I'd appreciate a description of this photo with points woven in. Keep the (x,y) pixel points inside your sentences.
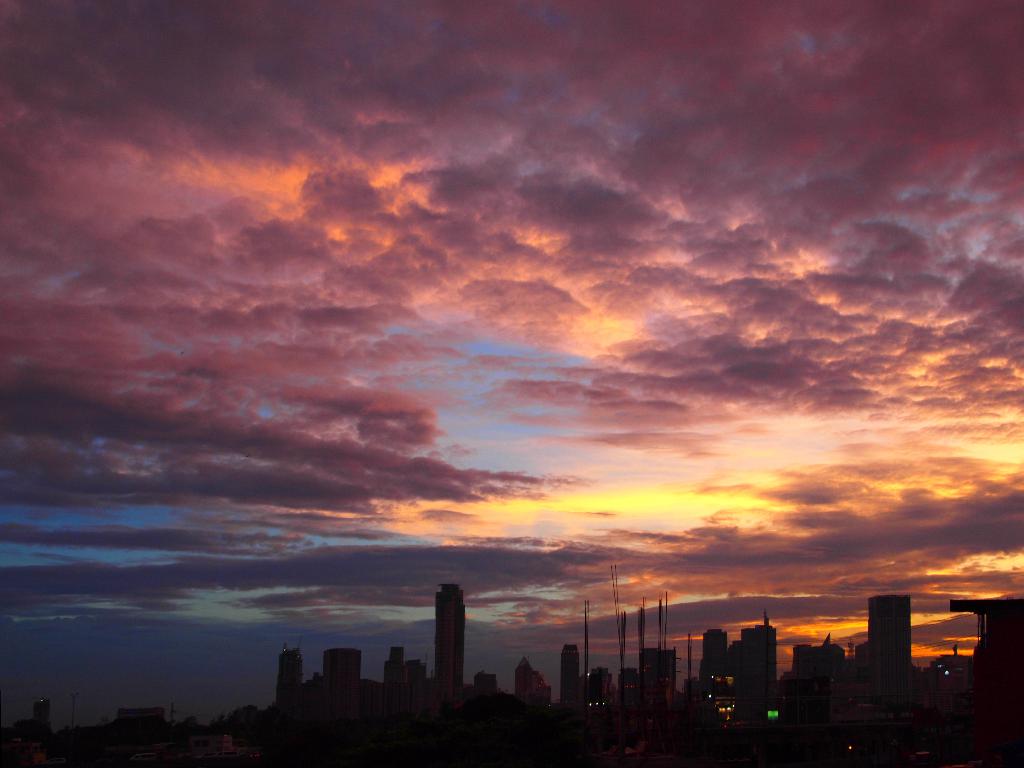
This is completely an outdoor picture. At the top of the picture (723,212) we can see clouds (237,560) and a blue sky (467,441). These are the buildings (601,674) and it seems like an evening.
